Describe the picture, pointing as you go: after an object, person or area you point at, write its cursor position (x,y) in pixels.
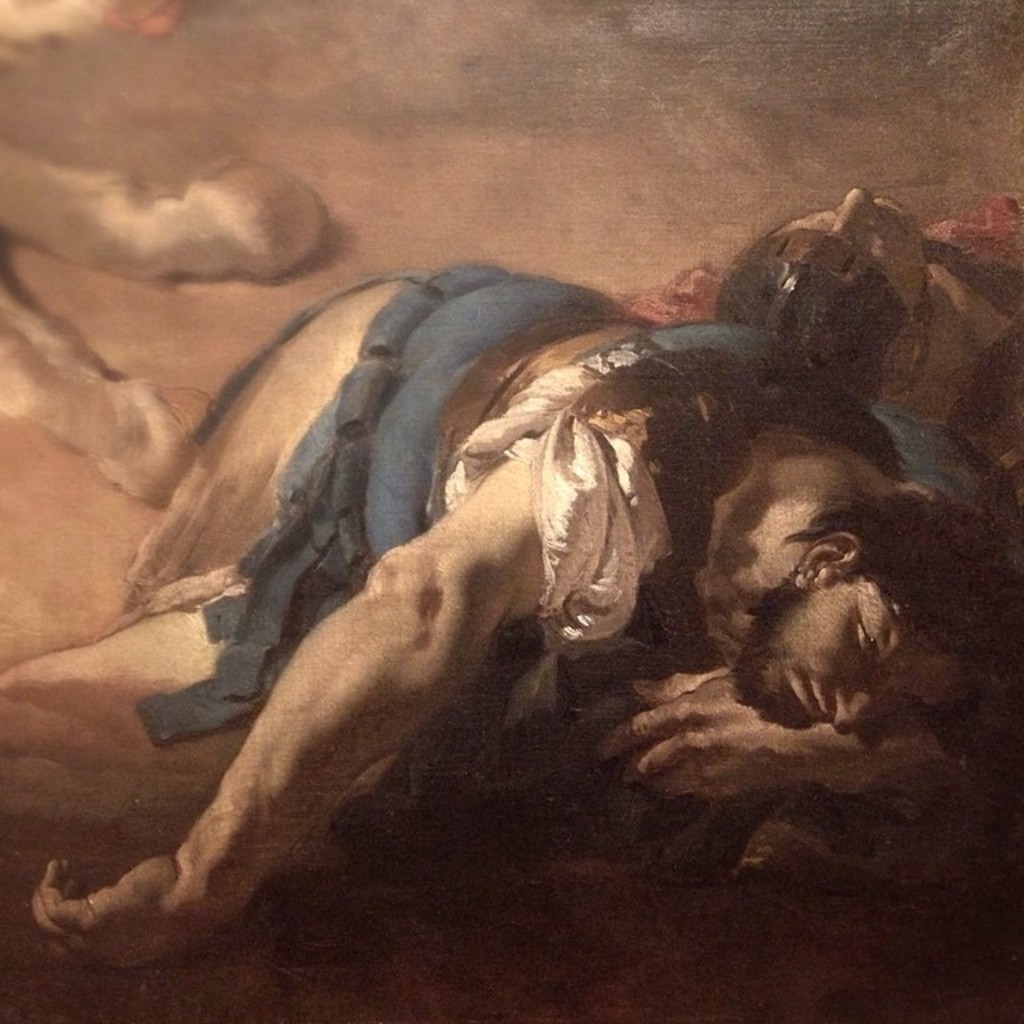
In this picture we can see two people (650,555) lying on the ground (617,827). We can see the leg (234,218) of an animal (95,360).
